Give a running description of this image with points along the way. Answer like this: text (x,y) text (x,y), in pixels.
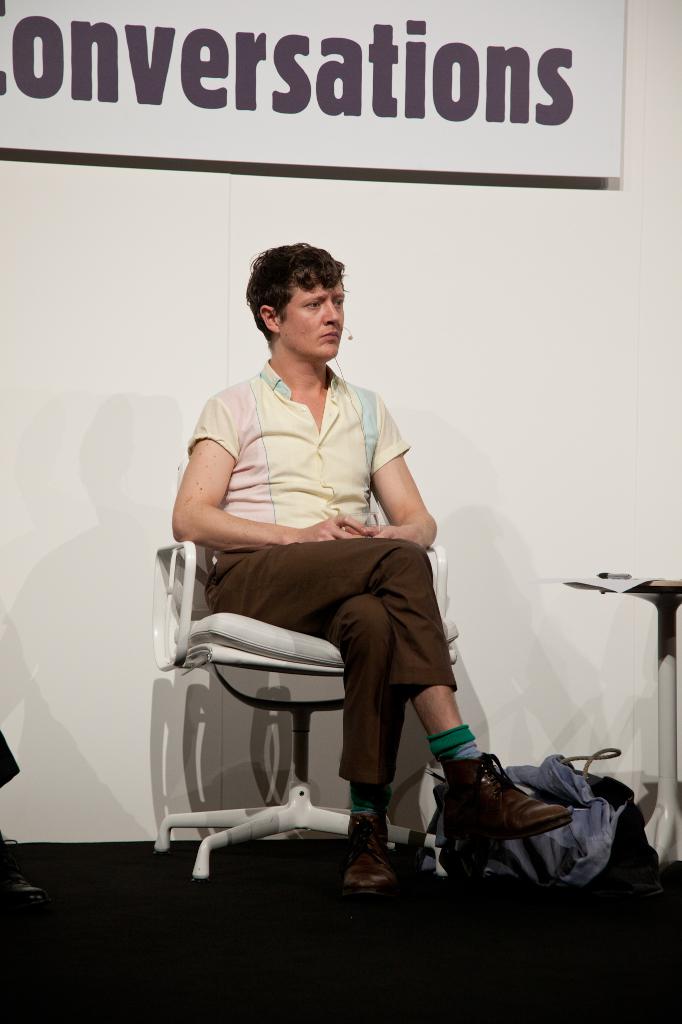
There is a person (346,605) sitting on chair (294,727), beside this chair (305,727) you can see bag (604,780) and cloth (561,832) on surface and we can see paper (599,586) on the table (655,596). Background (414,68) we can see banner (451,86) and white wall (543,300).
